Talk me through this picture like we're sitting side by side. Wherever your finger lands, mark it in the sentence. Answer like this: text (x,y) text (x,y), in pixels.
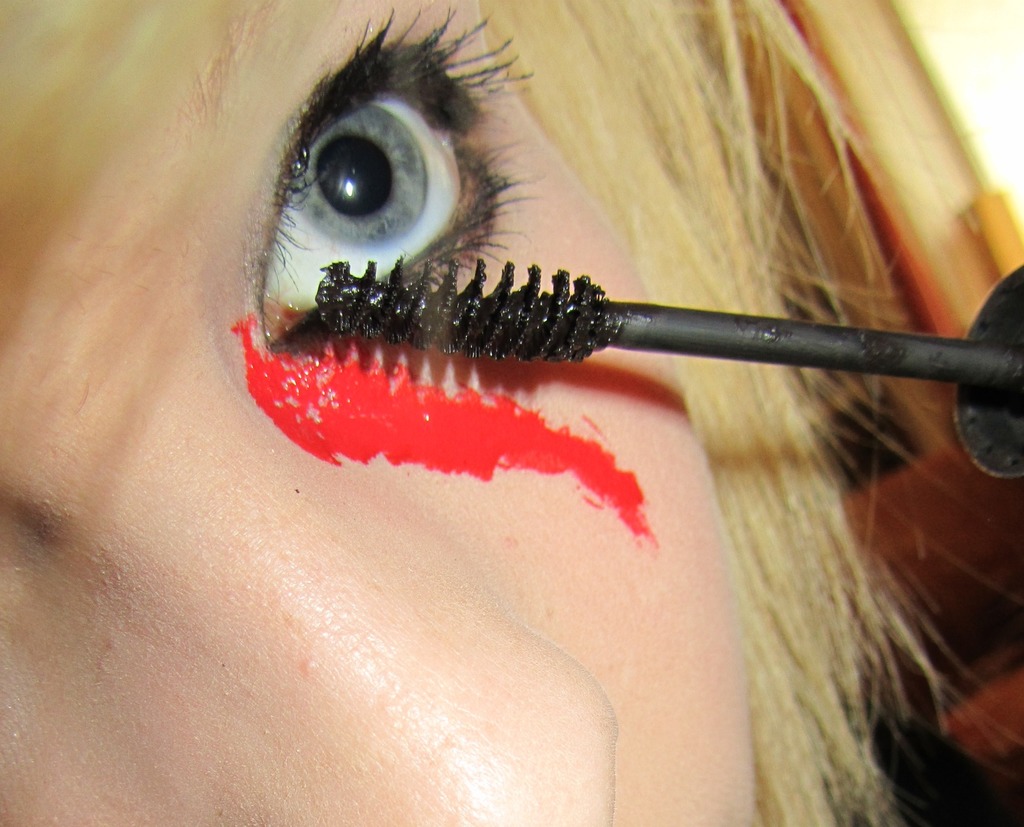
In this image, we can see human face (517,655), eye (354,136) and hair (729,243). Here we can see the black brush (596,323). On the human face (485,443), we can see red color paint (388,435). On the right side (970,115) background (997,108), there is a blur view.
